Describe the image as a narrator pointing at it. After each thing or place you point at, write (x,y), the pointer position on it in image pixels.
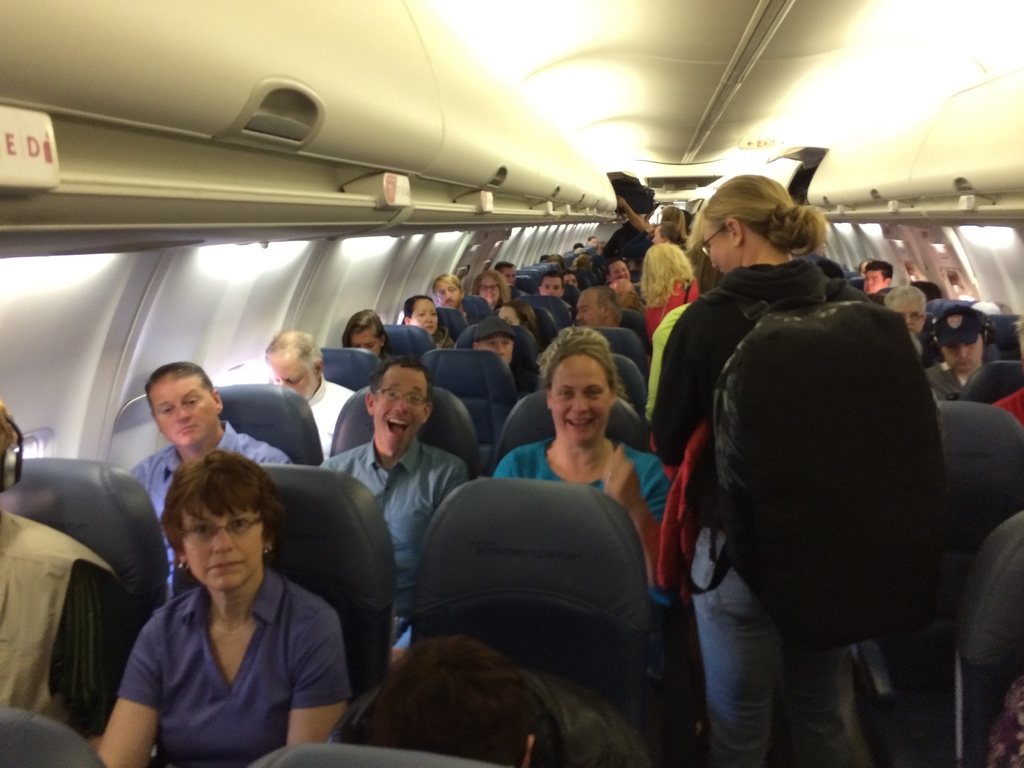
Here in this picture we can see number of people (494,337) who are sitting in their seats (507,395) in an air plane (363,478) and in the middle (679,305) we can see few people (707,326) standing with bags (803,532) on them and on the top (586,111) we can see lights (801,83) present all over there.
